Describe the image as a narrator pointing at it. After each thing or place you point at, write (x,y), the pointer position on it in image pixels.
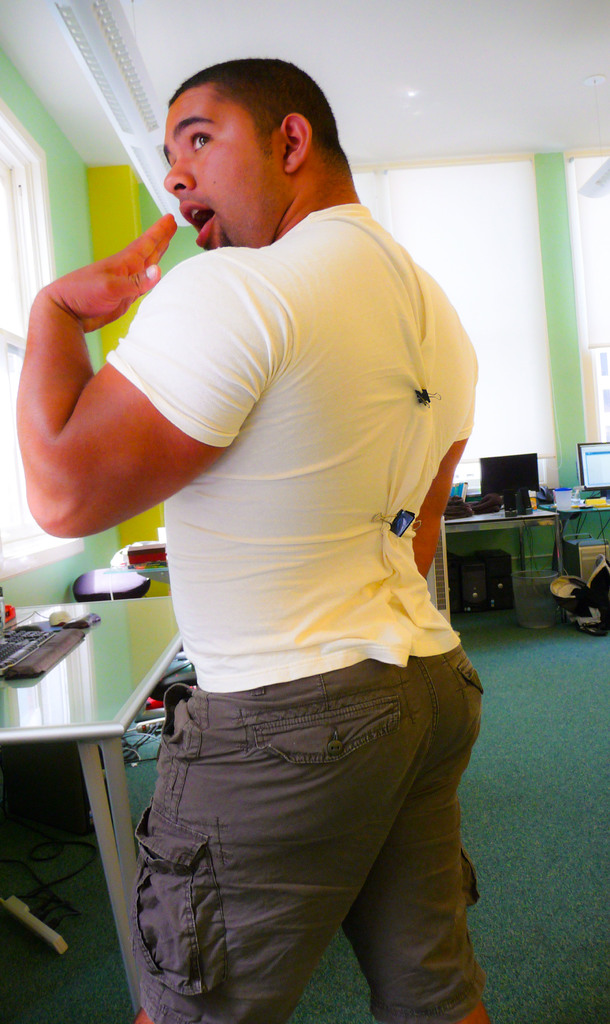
In this image i can see a person (313,496) standing. In the background (487,528) i can see a table (494,511) on which there is a monitor (504,476), a wall (566,253), a window (435,204) and the ceiling (441,84).
